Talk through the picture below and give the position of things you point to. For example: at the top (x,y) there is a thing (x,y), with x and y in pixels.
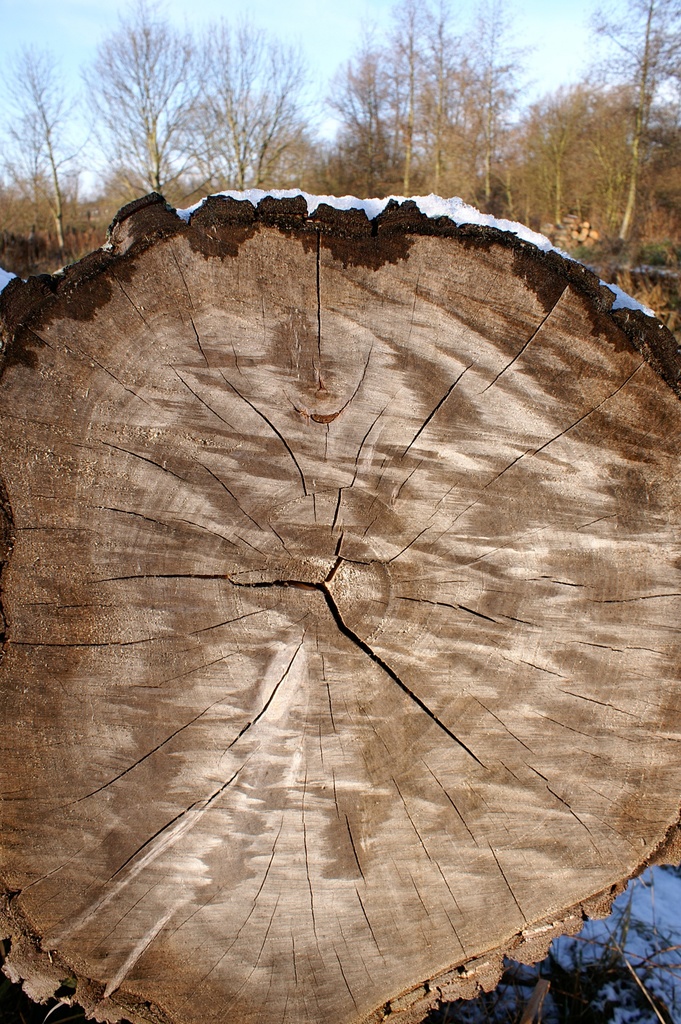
In this image I can see the wooden log (295,497) with snow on it. To the right (523,980) I can see the sticks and snow (570,955) on the ground (554,962). In the background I can see many trees (435,150) and the sky (376,35).
